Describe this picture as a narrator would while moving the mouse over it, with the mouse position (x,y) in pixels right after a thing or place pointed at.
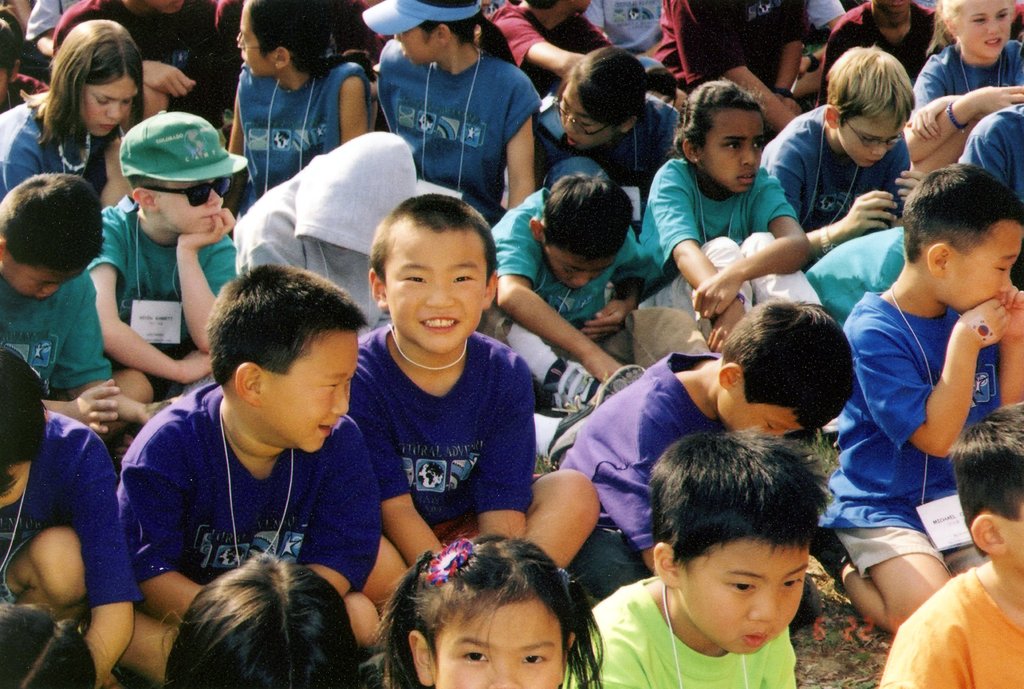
In this picture we can see there is a group of people (274,156) sitting and the kids (158,168) wear the tags (157,303).
